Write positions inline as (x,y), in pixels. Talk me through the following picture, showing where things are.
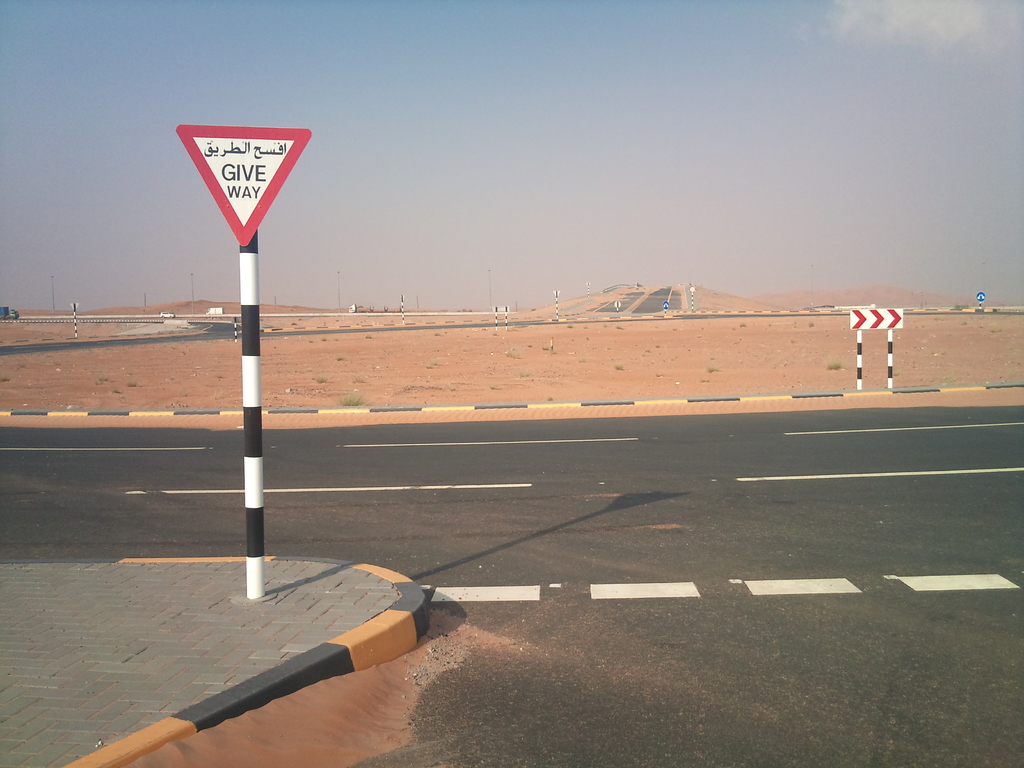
In the image there is a road (604,583) and on the left side (246,577) there is a caution board (208,168) on the footpath (172,606), behind the road (470,465) there is a sand surface (543,361).
